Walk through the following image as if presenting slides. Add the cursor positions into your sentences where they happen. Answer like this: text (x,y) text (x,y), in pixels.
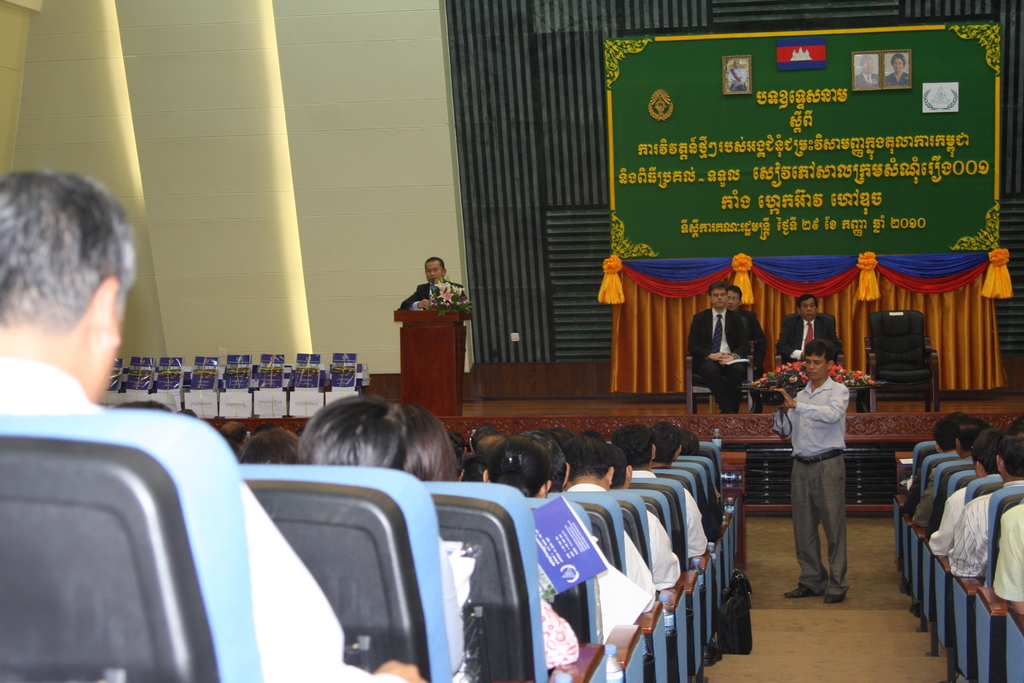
In this image we can see a group of people (449,433) are sitting on the chair (381,473), here a person (832,416) is standing on the ground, and holding a camera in the hands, here is the staircase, here a person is standing near the podium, here are the persons (733,357) sitting, and wearing the suit (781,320), here is the curtain (846,338), here is the wall (258,228).
